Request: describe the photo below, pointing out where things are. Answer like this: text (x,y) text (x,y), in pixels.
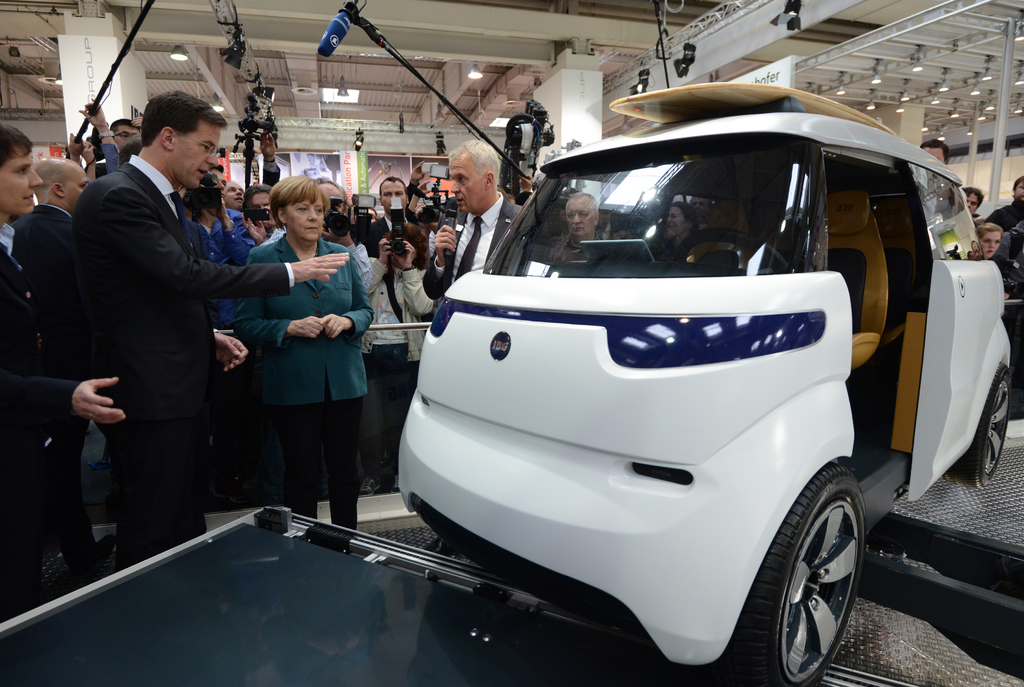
In front of the image there is a car (608,352), behind the car (614,350) there are a few people (393,298) standing and holding cameras (265,216) and mics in their hands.
